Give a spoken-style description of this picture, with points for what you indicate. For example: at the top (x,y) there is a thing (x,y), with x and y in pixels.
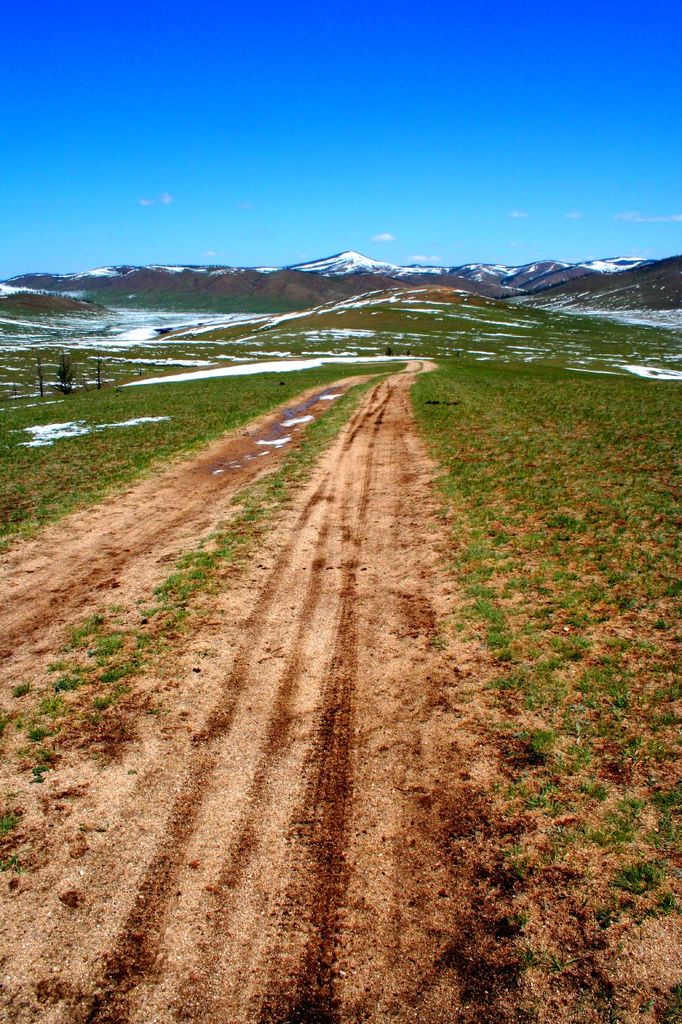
Here I can see a road (275,534). On the both sides of the road (289,410) I can see the grass (462,443). In the background (232,273) there are some mountains (265,273). At the top (275,93) I can see the sky (348,138) in blue color.
